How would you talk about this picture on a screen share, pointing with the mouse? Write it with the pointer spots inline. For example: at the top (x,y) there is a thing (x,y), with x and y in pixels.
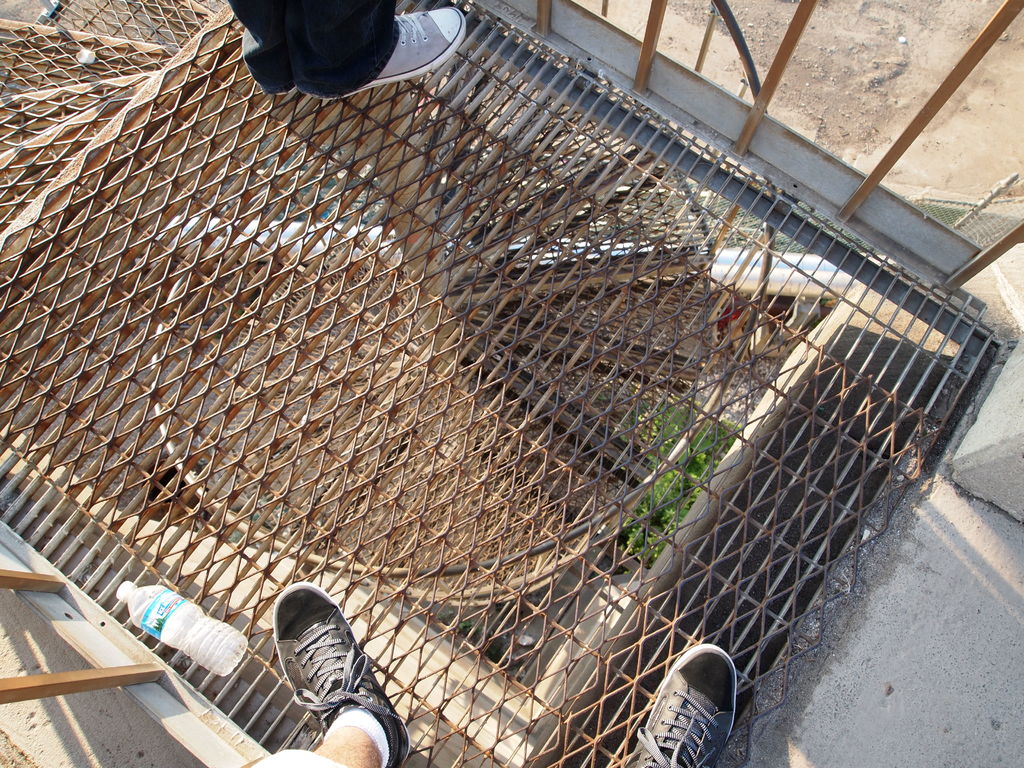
In the center of the picture (648,511) we can see staircase (146,195) made of iron (276,285). At the bottom (333,747) we can see the legs (343,728) of a person (331,660) and there is a bottle (175,620). At the top (275,81) there are legs (350,59) of a person (344,77). On the right (871,70) we can see soil (872,83) and ground (889,97).
